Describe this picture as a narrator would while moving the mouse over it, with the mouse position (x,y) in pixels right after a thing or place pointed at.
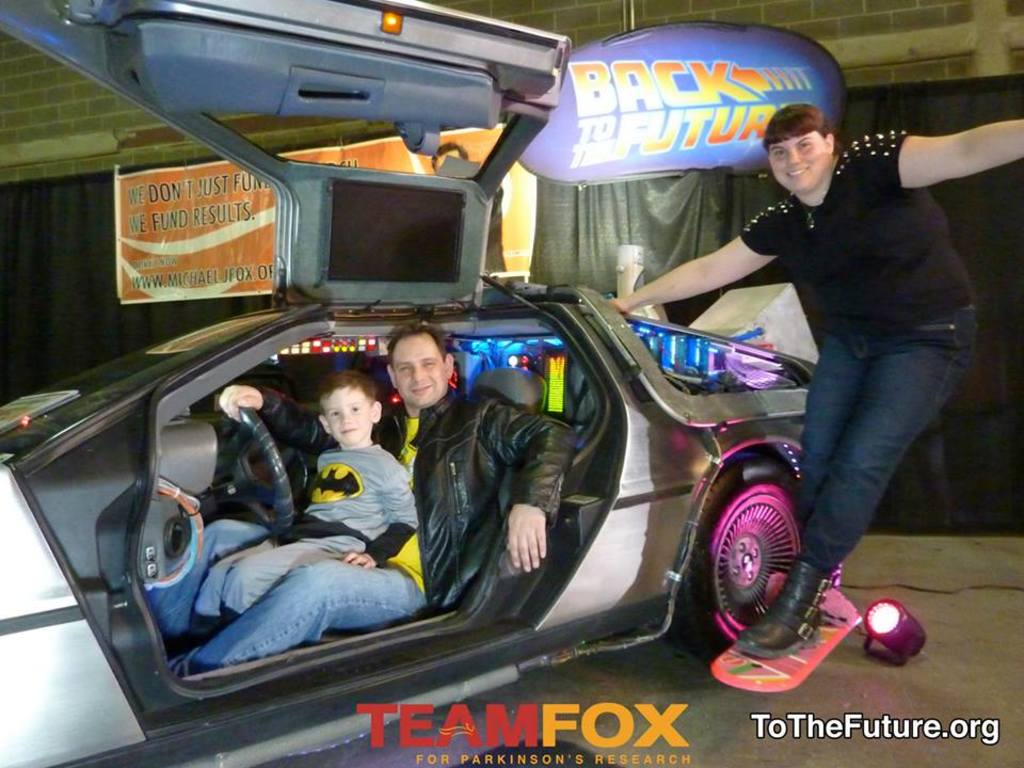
In this image I can see a man (401,335), a boy (366,553) and a woman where man (409,347) and boy (357,471) is in car (317,358). I can also see smile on their faces (436,381).
